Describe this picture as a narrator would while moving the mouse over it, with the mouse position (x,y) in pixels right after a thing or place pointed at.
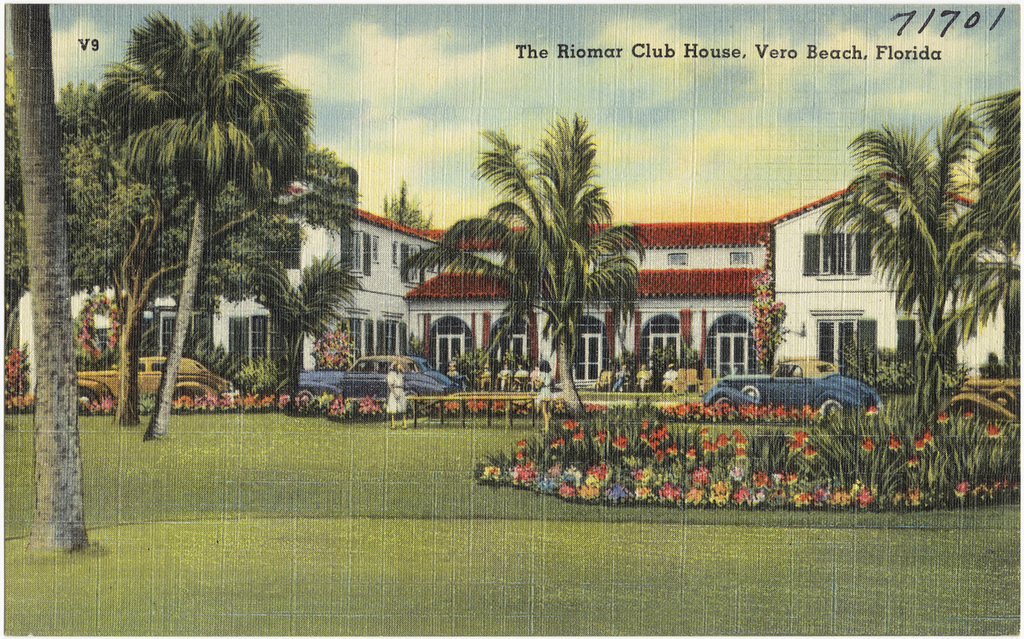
It is a poster (728,475). In this image there are plants (620,479) and flowers (745,495). There are trees (108,262). At the bottom of the image (533,536) there is grass (373,485) on the surface (353,562). There are two depiction of people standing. Behind them there are a few other people (499,377) sitting. There are cars (441,377). In the background of the image (421,276) there are buildings (734,232). At the top of the image (622,145) there are clouds (666,44) in the sky (547,64). There are some text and numbers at the top of the image (981,26).
